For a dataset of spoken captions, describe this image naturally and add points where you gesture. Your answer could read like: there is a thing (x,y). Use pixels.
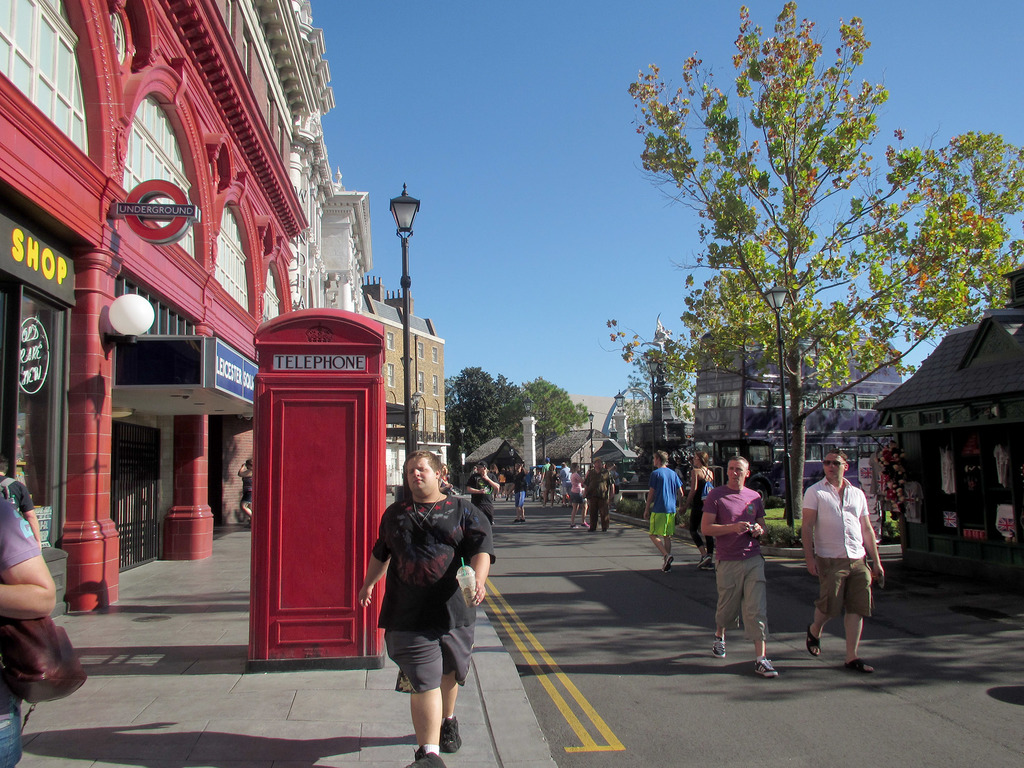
In this picture we can see a group of people (723,510) walking on the road (672,727), telephone booth (357,530) on footpath (314,724), name boards (34,253), light poles (407,314), trees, buildings (396,321), some objects (789,432) and in the background (566,365) we can see the sky (530,51).
